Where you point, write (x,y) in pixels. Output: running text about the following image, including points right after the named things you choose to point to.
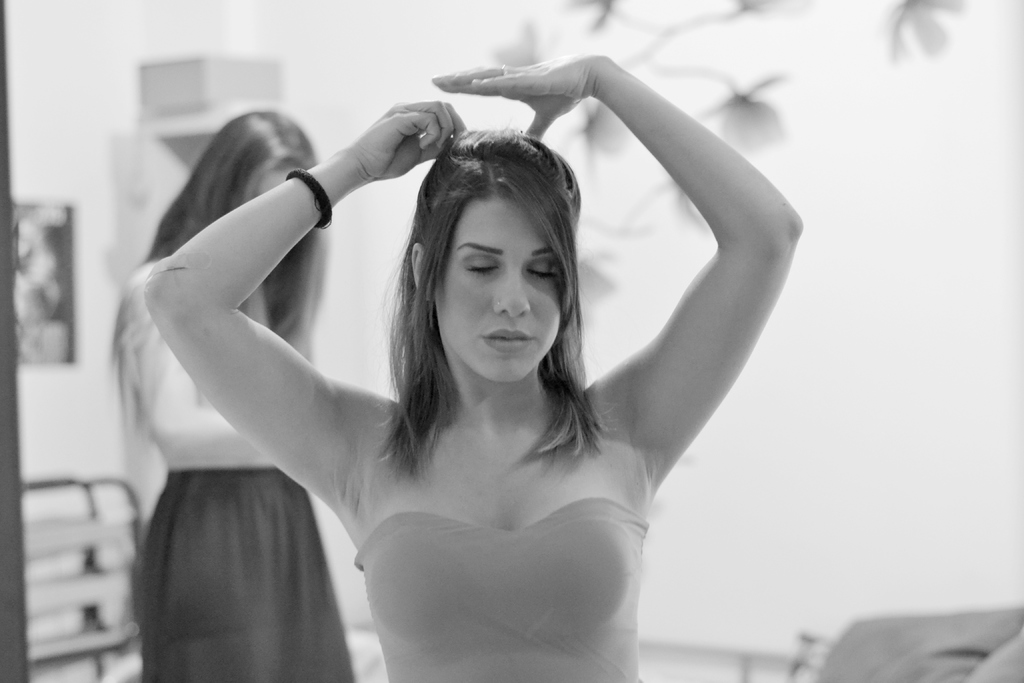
In the center of this picture (444,358) we can see the two women (257,373) seems to be standing. In the background (48,240) we can see many other objects (72,244).
